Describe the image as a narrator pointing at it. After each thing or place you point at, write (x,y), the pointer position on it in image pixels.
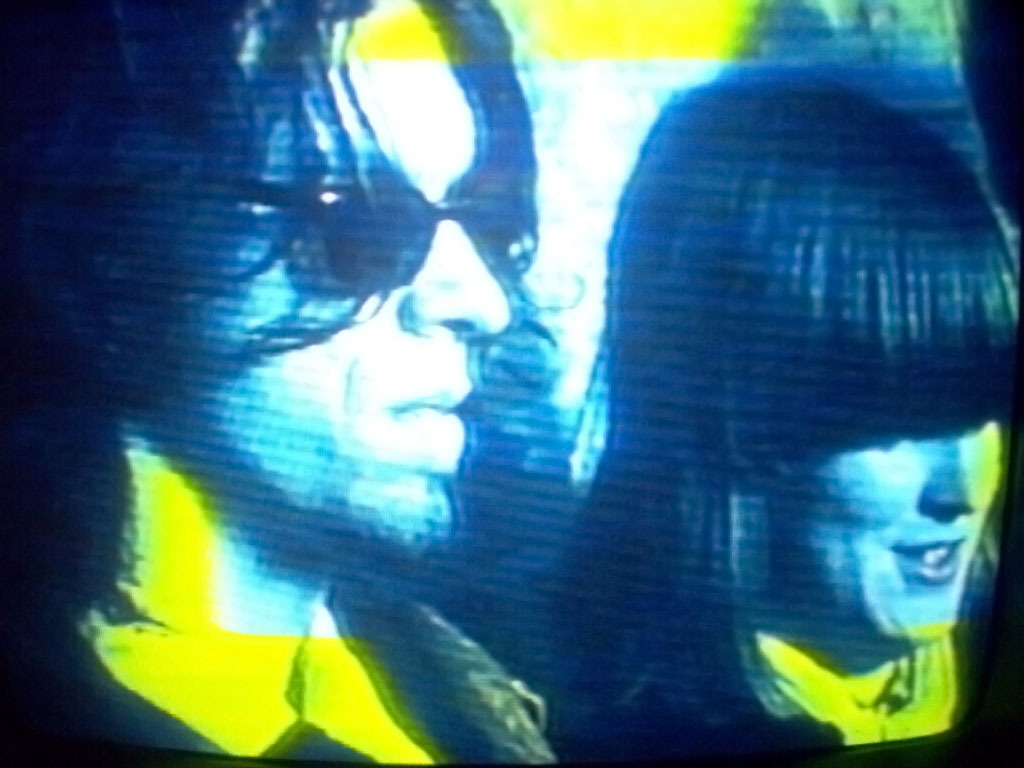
In this picture, it is looking like a screen (409,367) and on the screen (383,617) there are two people (747,467).
